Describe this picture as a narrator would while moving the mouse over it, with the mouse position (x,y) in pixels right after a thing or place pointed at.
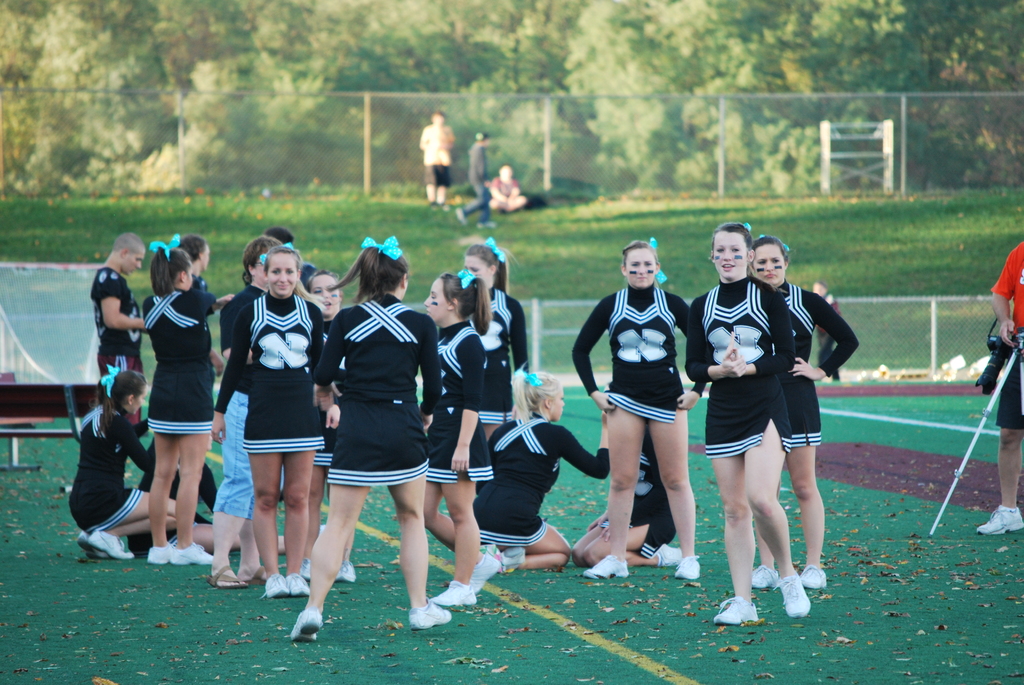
A group of beautiful girls (517,536) are standing in the ground (392,590), they wore black color dresses (642,463). In the long back side there are green color trees (781,152).
